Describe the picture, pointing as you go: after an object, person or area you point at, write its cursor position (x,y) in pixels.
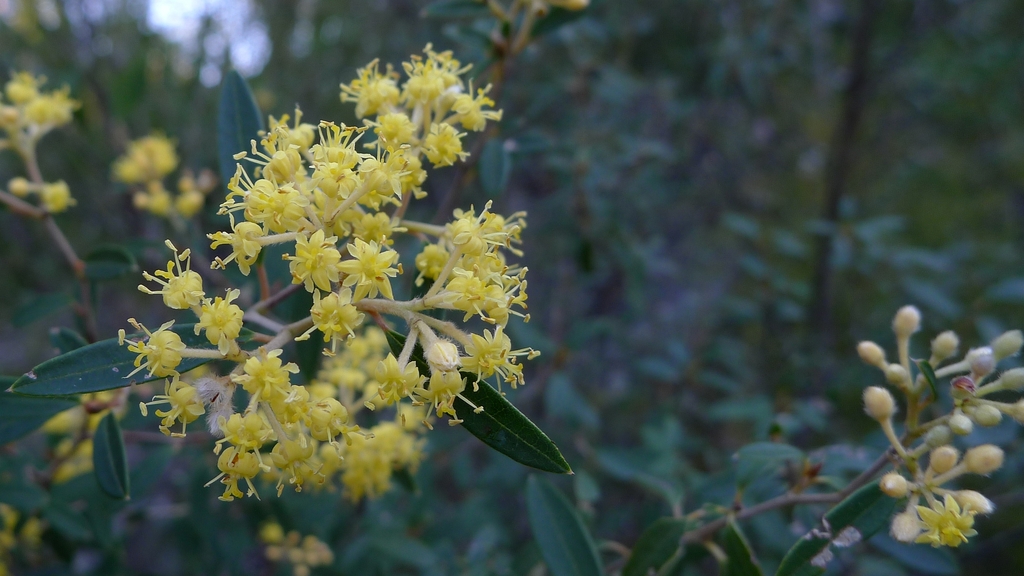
Here we can see flowers (392,150), buds (884,398) and green leaves (542,460). Background (1003,70) it is blur.
